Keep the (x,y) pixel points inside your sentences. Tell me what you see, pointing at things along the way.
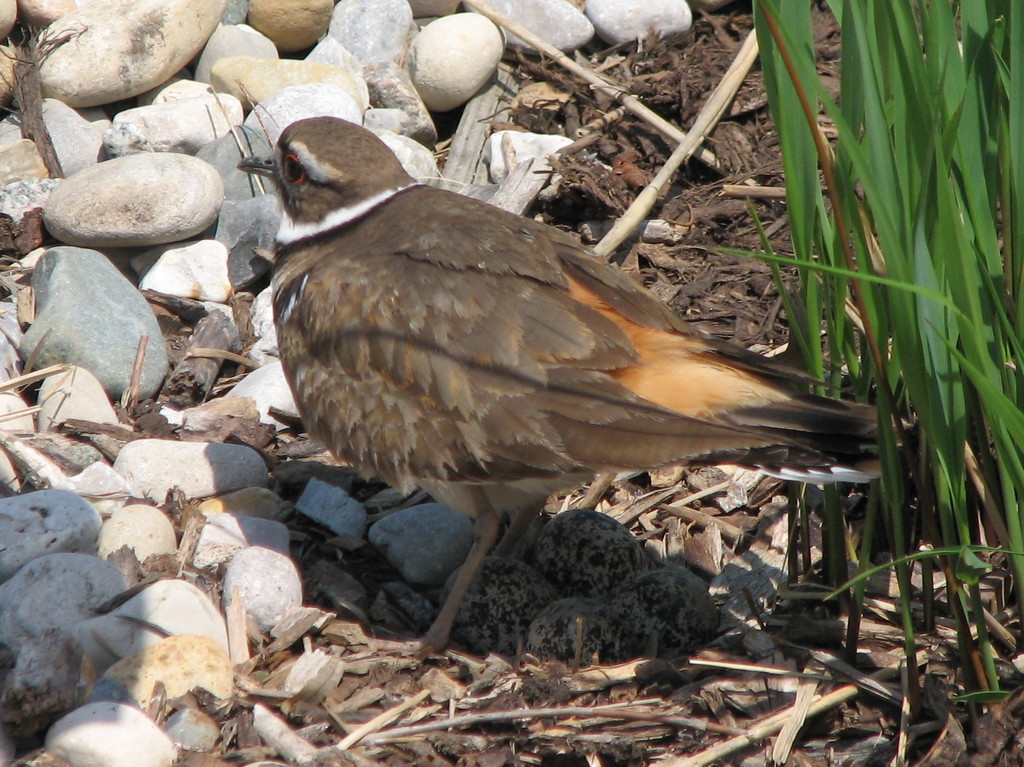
In this image we can see one bird (520,529), four bird eggs (619,530) on the ground (697,664), some stones (153,50), some dried sticks (690,144) on the ground (665,94) and some grass (978,249) on the right side of the image (892,453).
